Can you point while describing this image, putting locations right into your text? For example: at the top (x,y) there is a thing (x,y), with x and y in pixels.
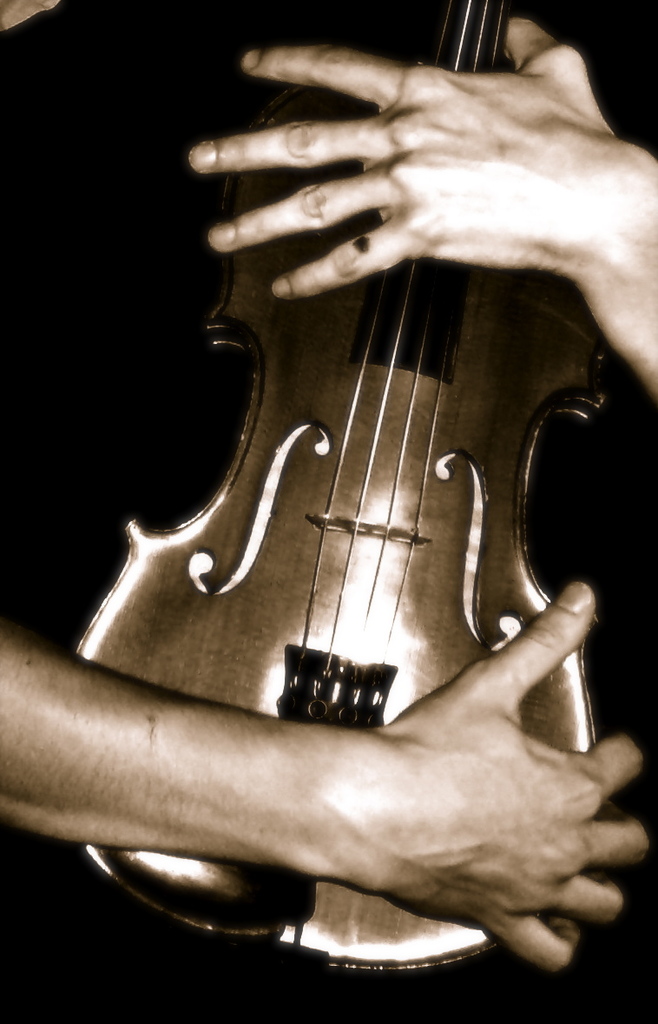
In this picture we can see a violin (505,0) where it is held by some persons hand (416,114) and it is dark.
